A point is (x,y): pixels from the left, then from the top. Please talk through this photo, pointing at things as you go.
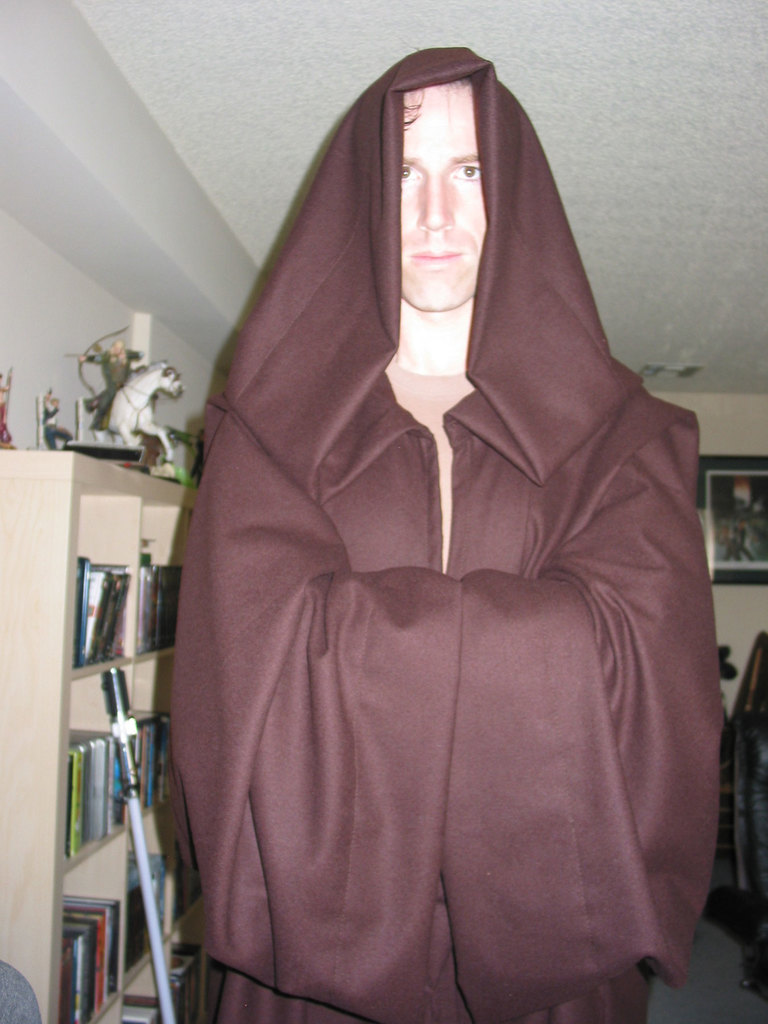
In this image we can see a person (461,942) covered himself with a brown color cloth (507,801), behind him a book shelf (41,928), statue (143,419) and one photograph (730,534) is there.
